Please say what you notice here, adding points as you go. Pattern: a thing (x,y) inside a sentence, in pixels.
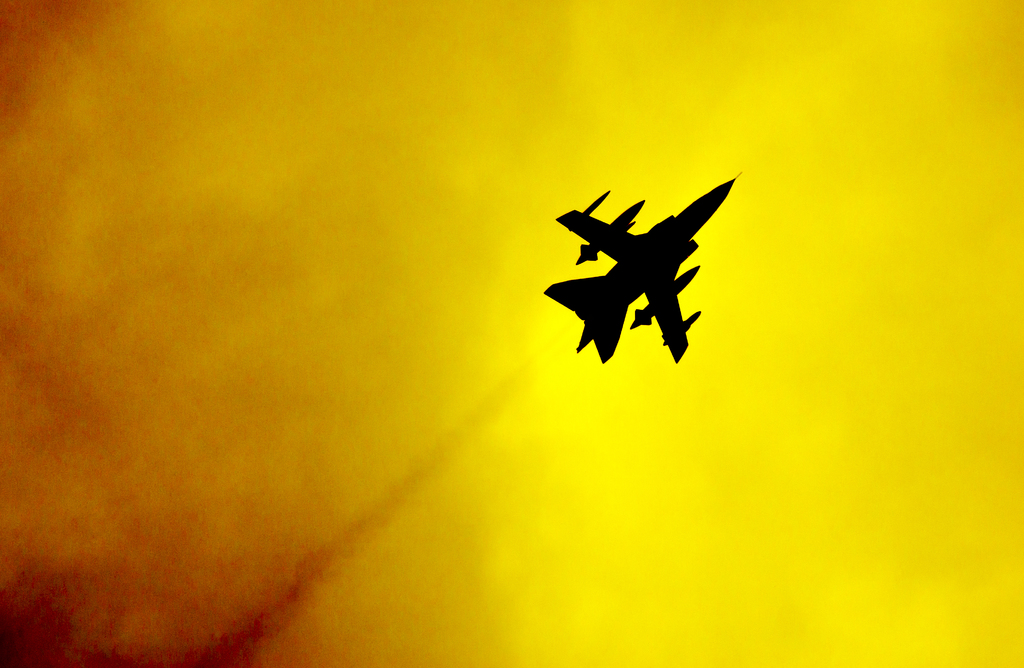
In this image we can see a jet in the sky (484,393).
